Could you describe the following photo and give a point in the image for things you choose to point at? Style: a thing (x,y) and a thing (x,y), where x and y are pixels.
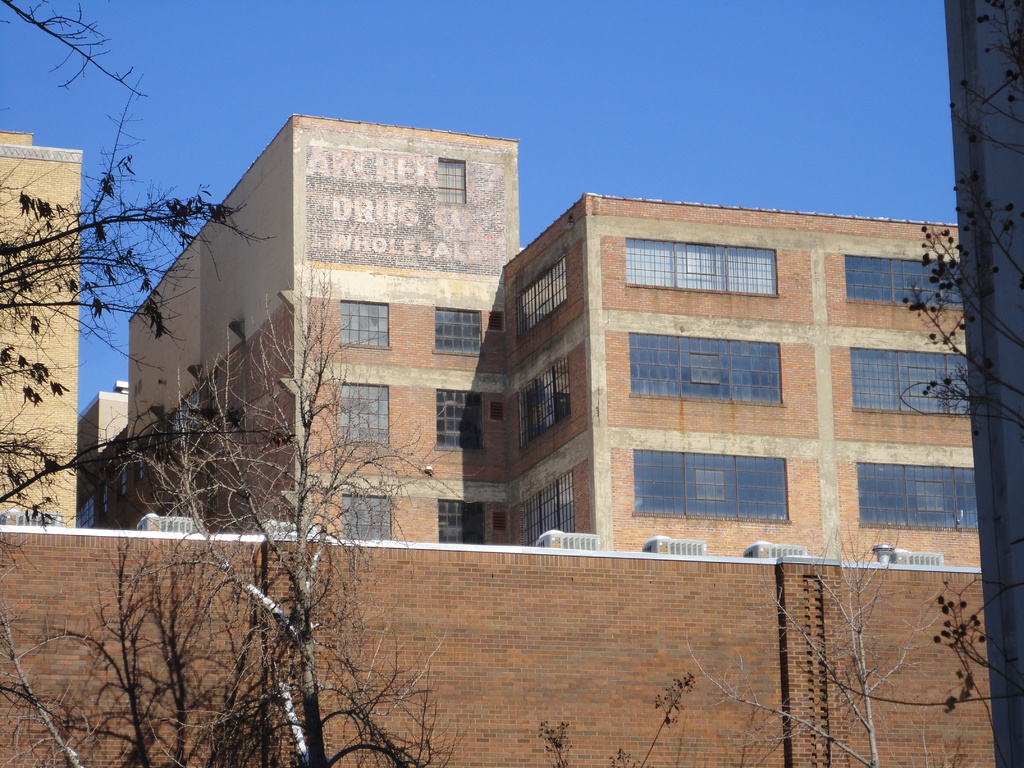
In this image I can see few trees (867,674) and the brown colored wall (587,656). In the background (556,445) I can see few buildings (587,389) which are brown and cream in color and the sky (526,84).
